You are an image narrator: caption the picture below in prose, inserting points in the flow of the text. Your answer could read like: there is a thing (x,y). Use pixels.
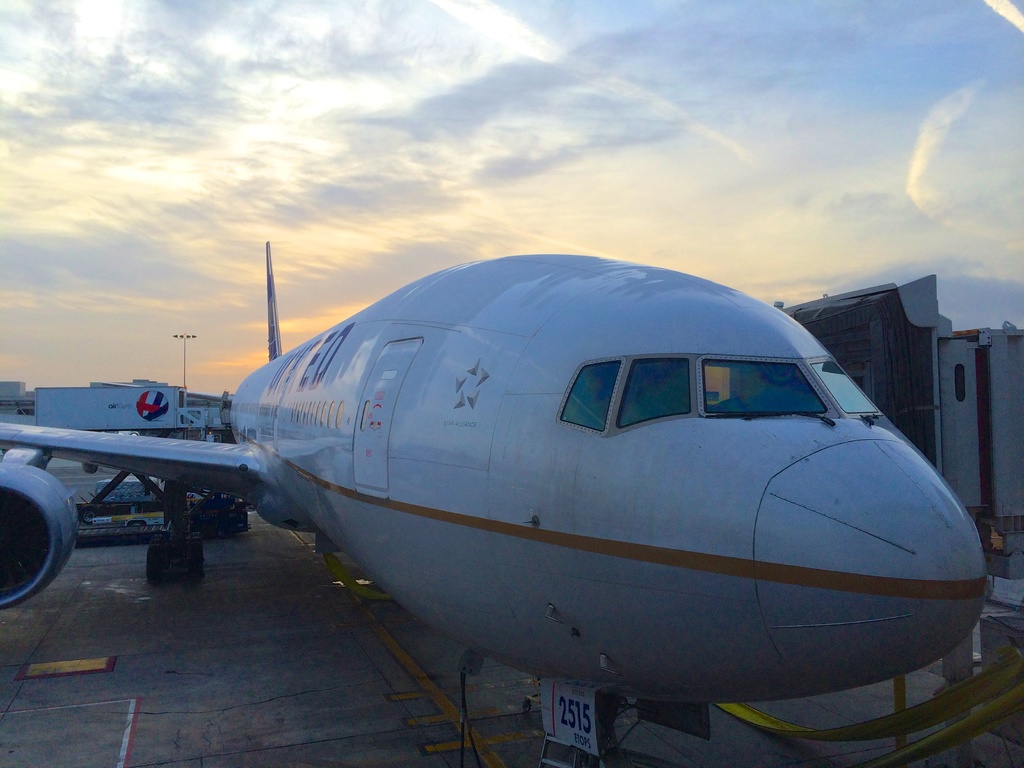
In the foreground of this image (666,405), there is an airplane (450,486) on the surface (329,652). On top (642,145), there is the sky (630,152) and the cloud (623,117).
